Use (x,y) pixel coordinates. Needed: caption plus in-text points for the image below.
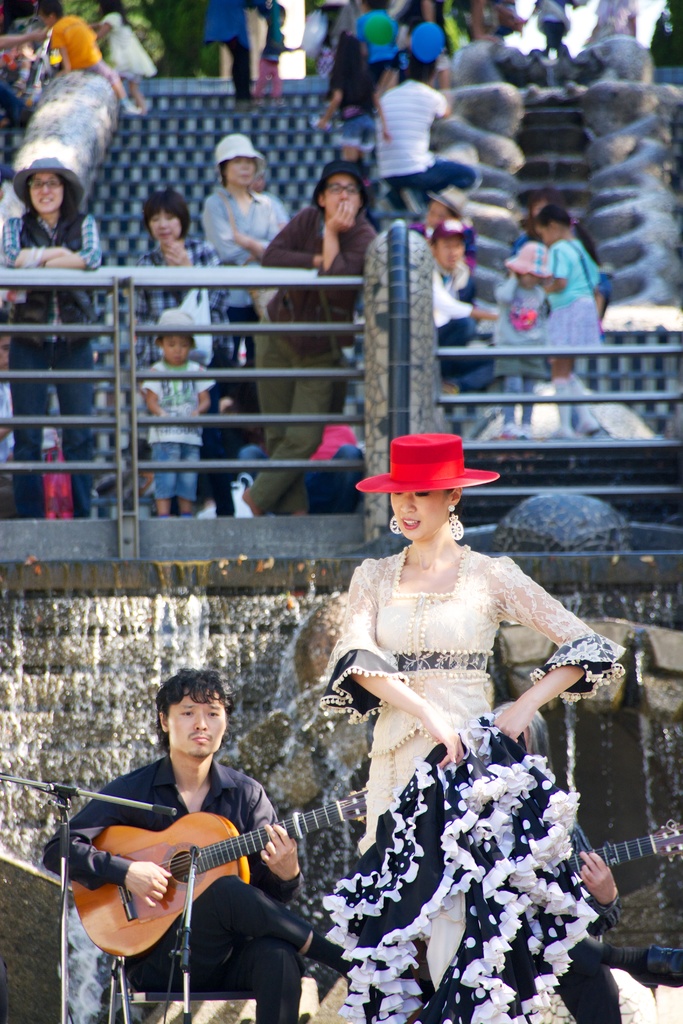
In this image i can see a man (196,933) sitting and holding a guitar (148,846) and a microphone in front of him. To the right bottom of the image (569,881) i can see a woman (459,611) dancing. In the background (336,321) i can see few people (34,181) standing and watching the woman (492,577).
